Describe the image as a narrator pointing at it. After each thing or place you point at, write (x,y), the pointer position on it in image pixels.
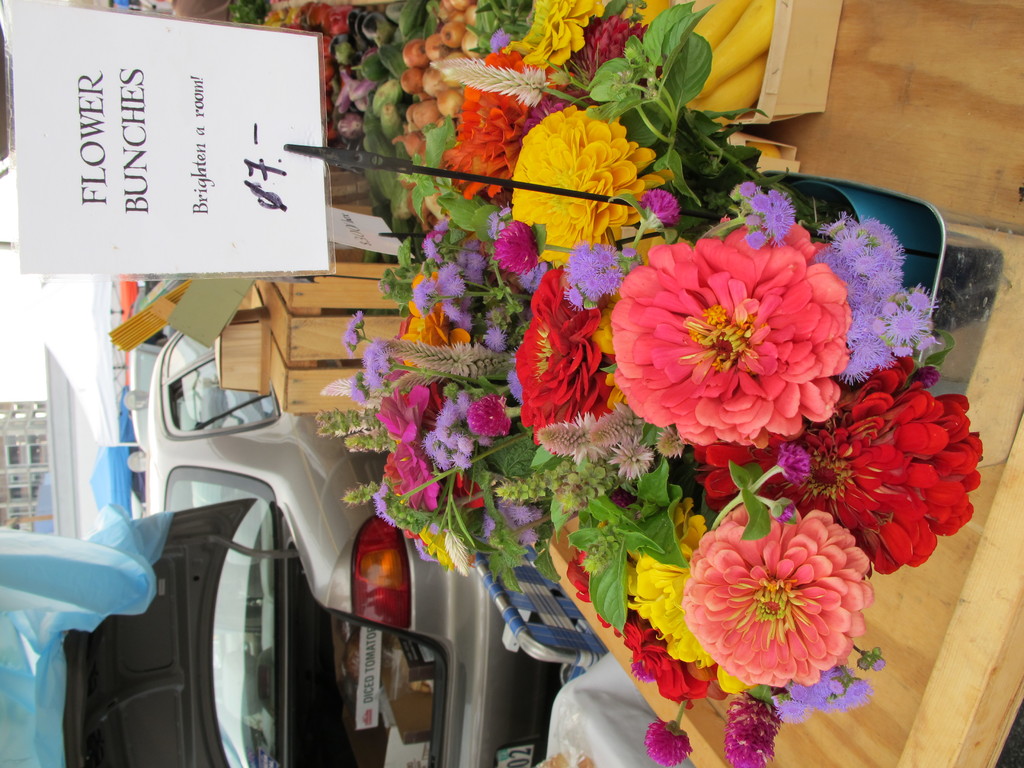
In the image there are flower bouquets (663,311) in a tray (815,180) on wooden table (902,134) and in the back (236,481) there are cars (253,522) on the road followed by building (33,502) in the background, this is a vertical image.
